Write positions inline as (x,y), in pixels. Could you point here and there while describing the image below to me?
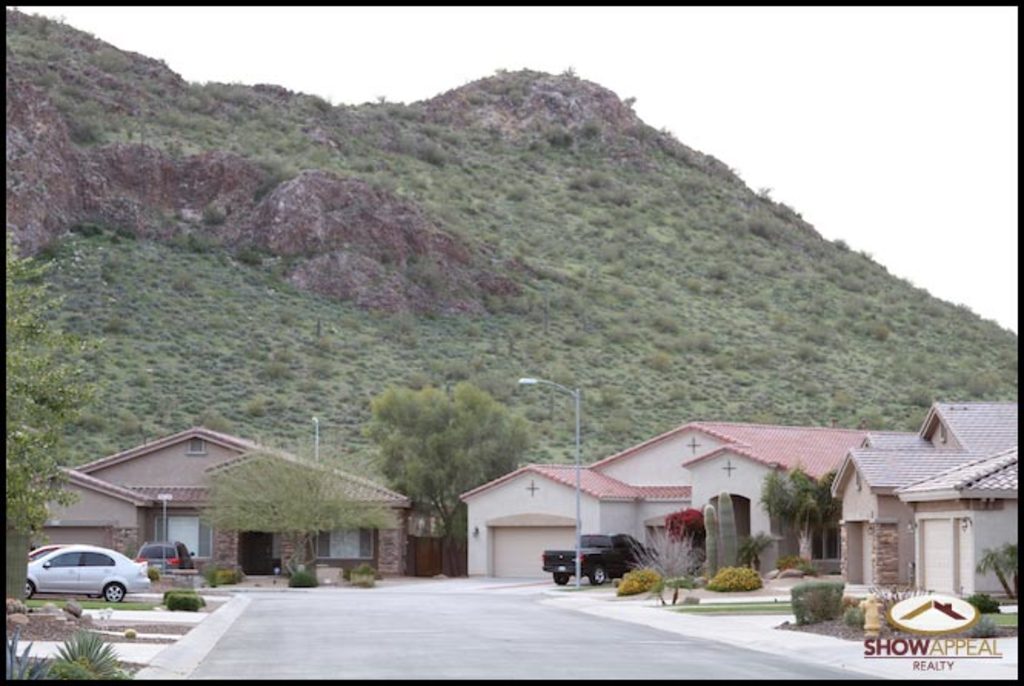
In the image we can see there are buildings (401,498) and there are cars (630,565) parked near the building (629,501). There are trees (12,506) and there are street light poles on the footpath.
